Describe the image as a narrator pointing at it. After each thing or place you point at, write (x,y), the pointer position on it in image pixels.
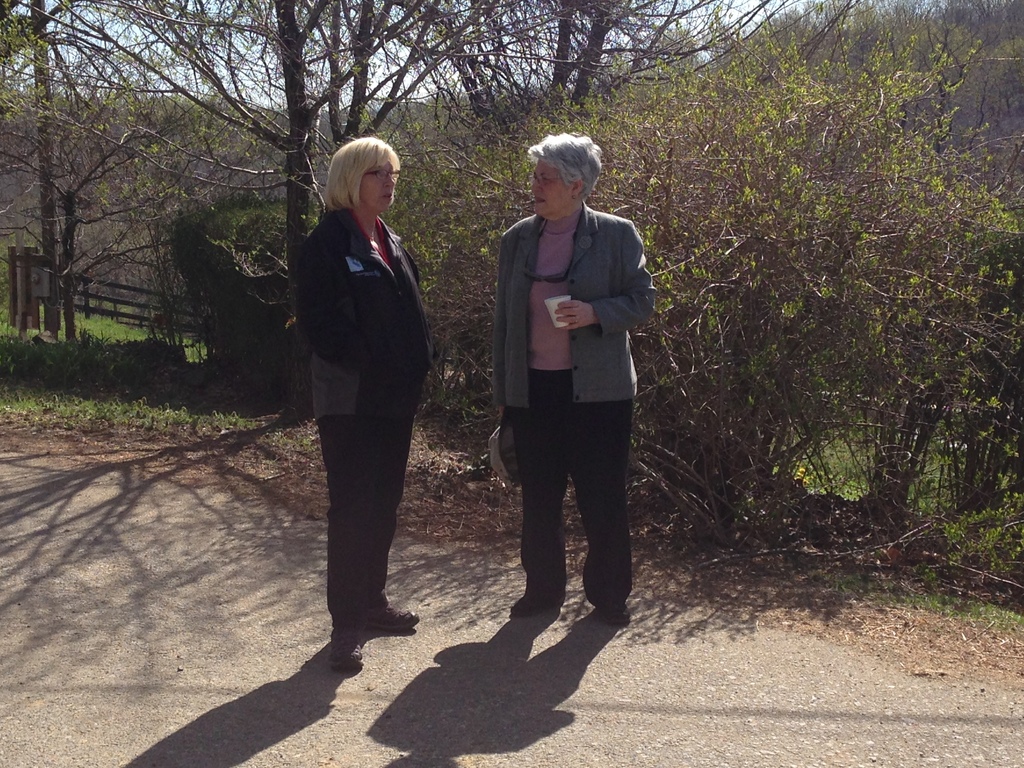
In this picture I can see two people (364,397) are standing, side there are some trees (231,172).
